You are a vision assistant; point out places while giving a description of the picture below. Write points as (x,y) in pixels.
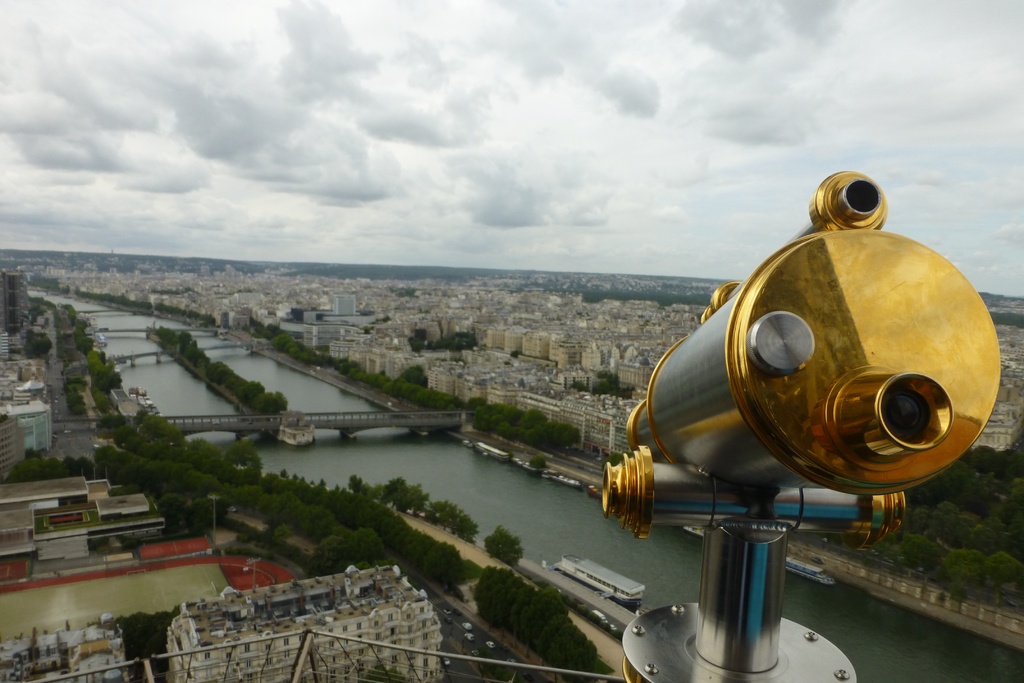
This is an aerial view and here we can see buildings (417,281), trees (190,505), bridges (261,428) and we can see a telescope (698,501) and there are boats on the water (563,540). At the top (412,91), there are clouds (318,137) in the sky (162,120).
